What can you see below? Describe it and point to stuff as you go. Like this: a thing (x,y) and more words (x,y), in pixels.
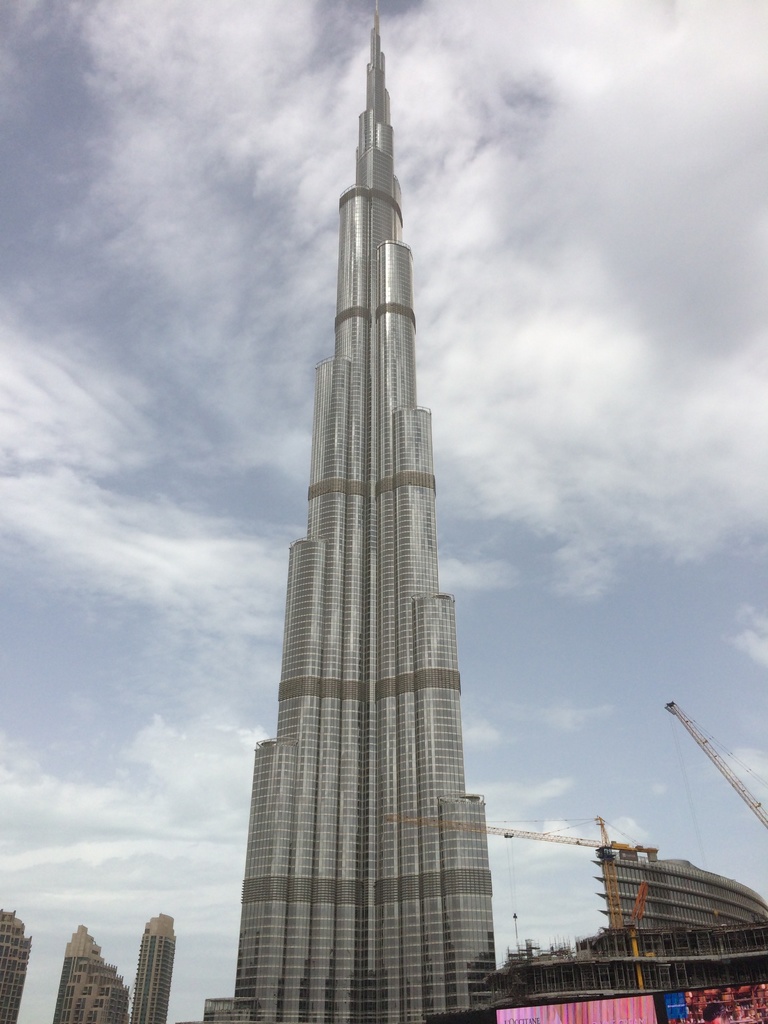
In the image in the center (321,674) we can see buildings (694,946), screen (672,1022) and tower (346,723). In the background (604,367) we can see the sky (259,416) and clouds (164,535).
